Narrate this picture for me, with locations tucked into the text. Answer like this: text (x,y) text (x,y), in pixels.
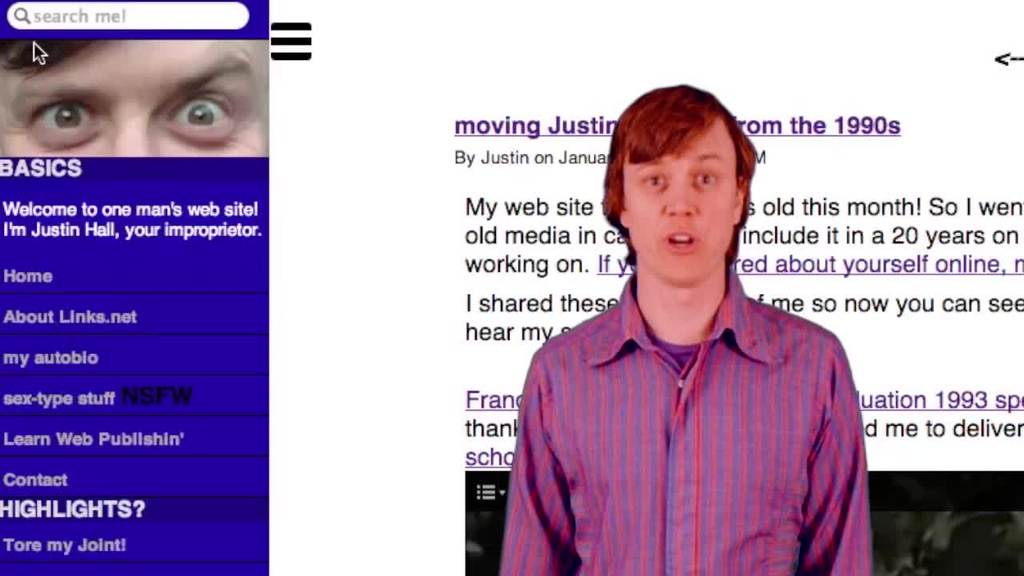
In this picture we can see a web page (451,129), we can see a person (753,382) in the front (749,399), in the background (538,176) there is some text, on the left side (265,111) we can see a person's eyes (84,114) and cursor (39,51).
